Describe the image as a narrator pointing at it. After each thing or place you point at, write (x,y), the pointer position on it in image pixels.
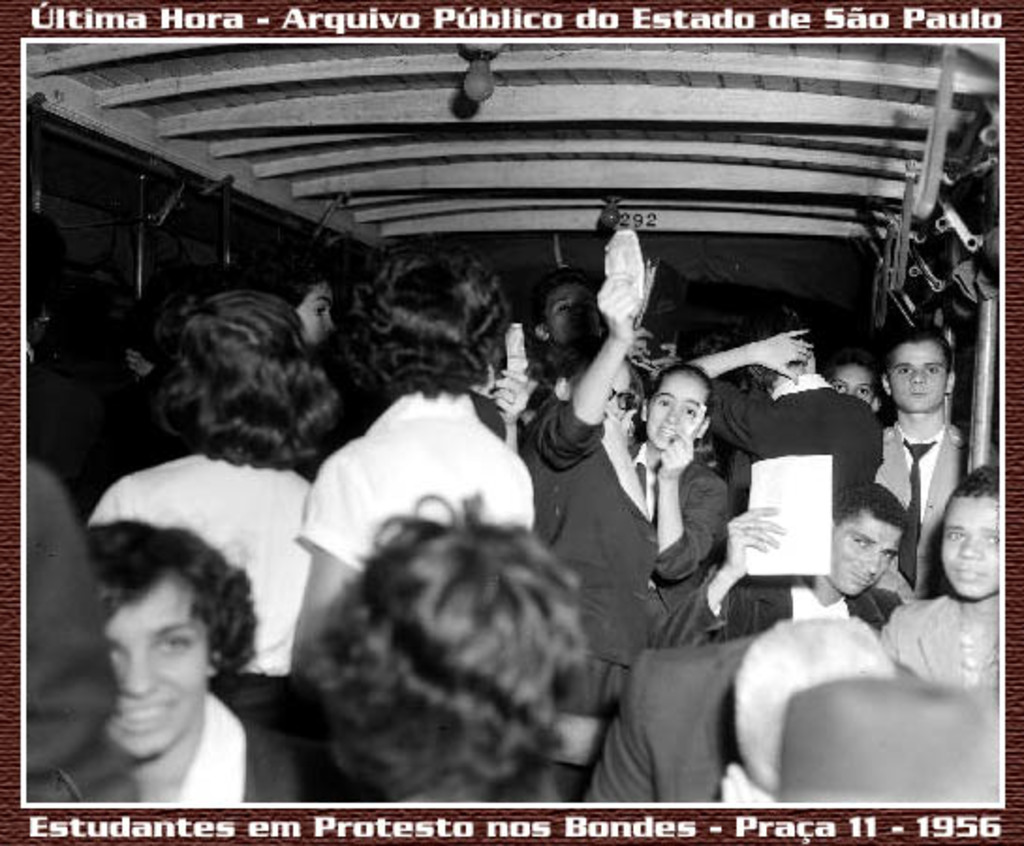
In this image, we can see the photocopy (560,504) of a few people (614,467). We can also see some text (169,826) at the top (884,10) and the bottom of the picture (844,827).
